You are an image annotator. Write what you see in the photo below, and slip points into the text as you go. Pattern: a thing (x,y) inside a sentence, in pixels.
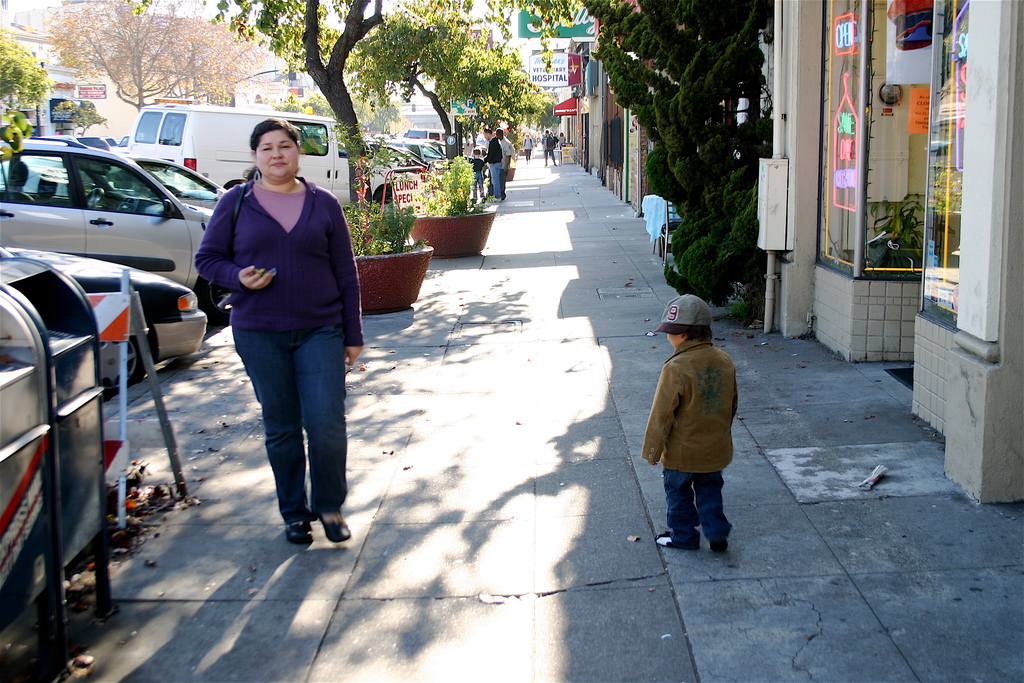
In this image we can see a few people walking on the pavement (620,577) and there are some buildings (847,186) and we can see some vehicles (323,131) on the road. There are some trees (346,120) and potted plants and we can see two boxes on the left side of the image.
